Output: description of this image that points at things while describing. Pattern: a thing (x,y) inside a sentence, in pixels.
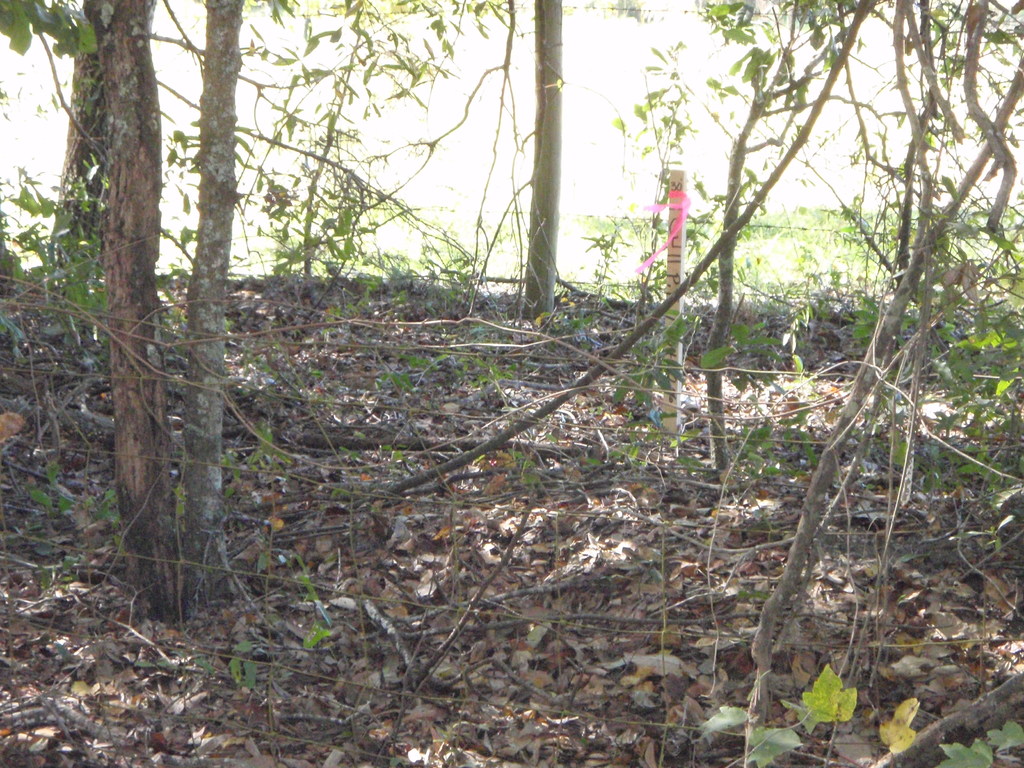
In this image we can see the trunk (141,78) of trees (926,208). Here we can see the branches (930,209) of trees (943,249). Here we can see the leaves (483,619) on the ground (631,497).
